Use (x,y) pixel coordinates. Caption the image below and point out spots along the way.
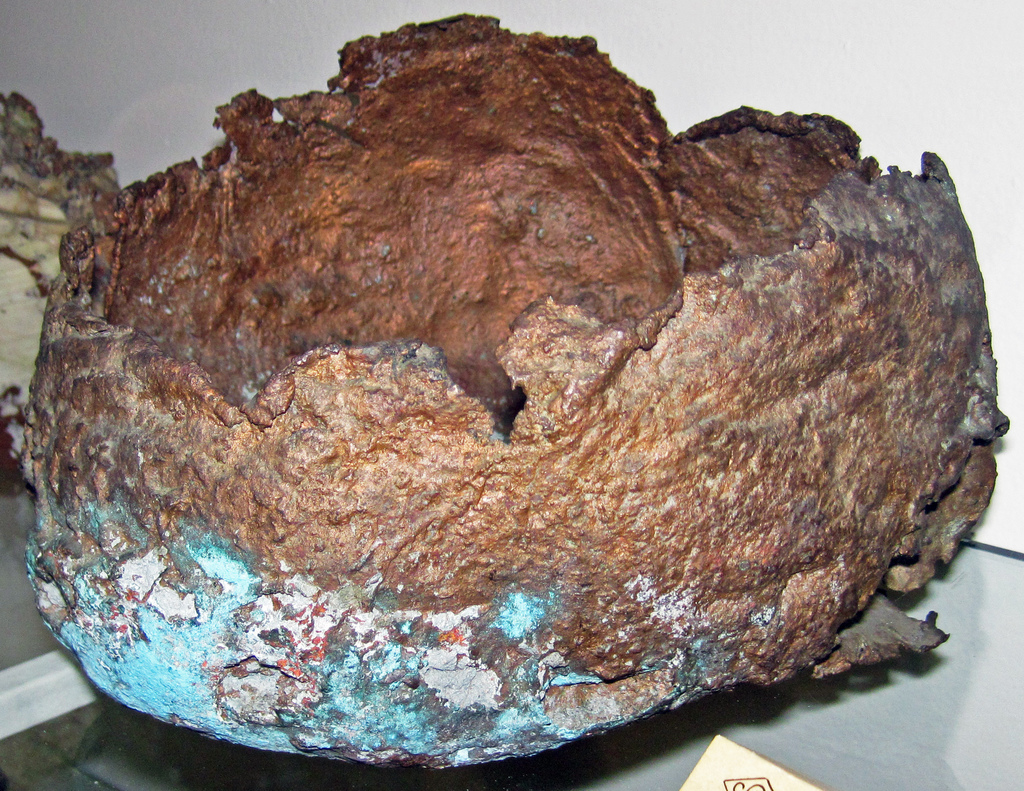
In this image I can see a brown, white and blue colored object (488,370) on the glass surface (975,737). I can see the white colored background (1005,40).
